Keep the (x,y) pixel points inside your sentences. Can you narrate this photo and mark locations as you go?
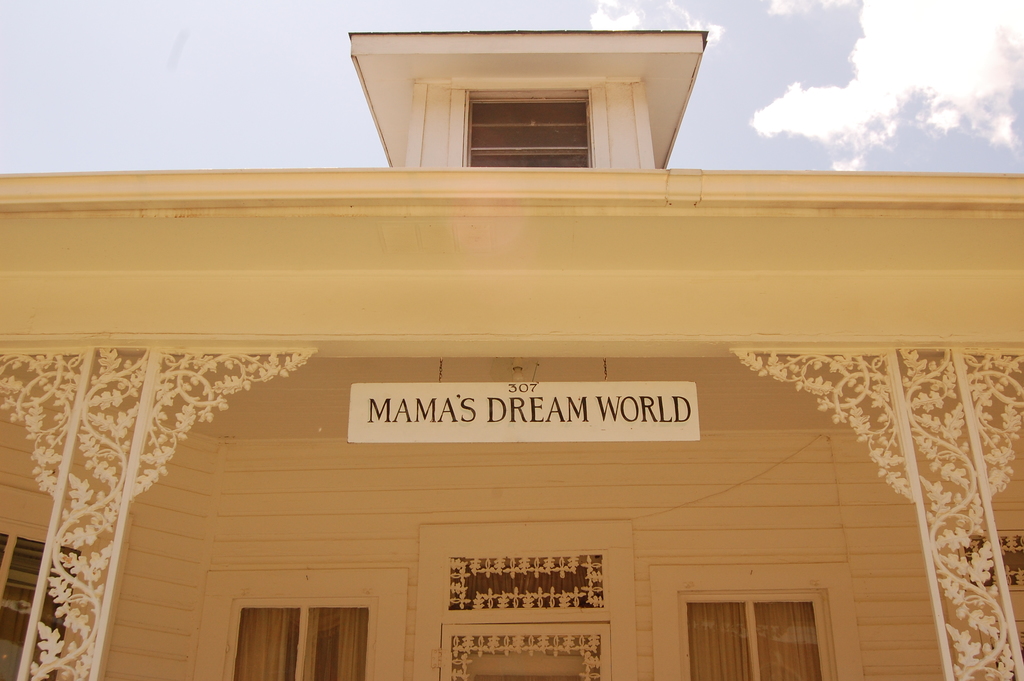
In this picture we can see a building (469,258). There are few windows (352,619) and curtains (365,627) in this building (189,610). We can see a white board (612,400) on top of this building (460,470). Sky (926,111) is cloudy.
